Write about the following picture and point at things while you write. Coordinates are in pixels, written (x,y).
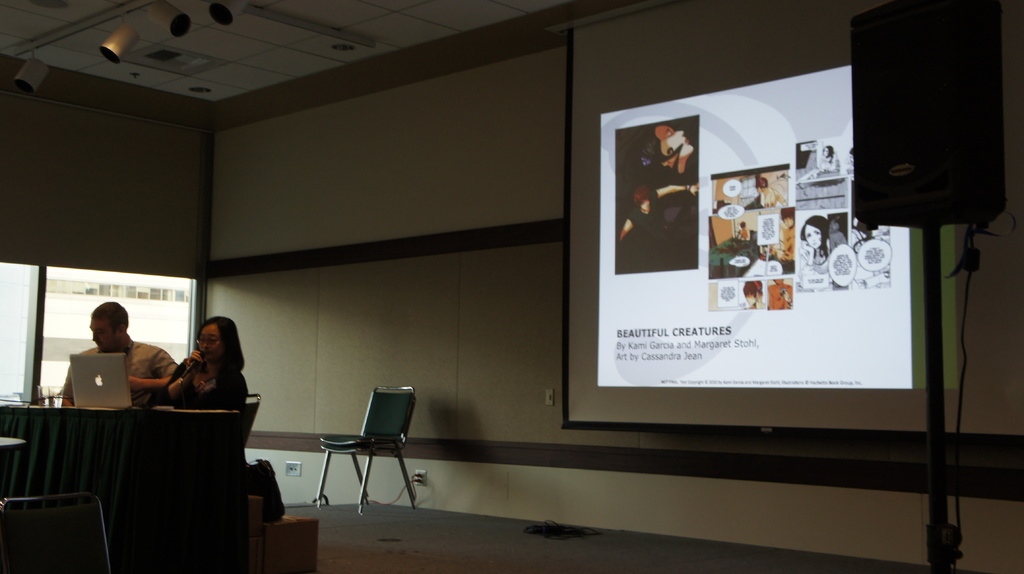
there is a man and woman (234,406) sitting on the table desk (191,468) operating a laptop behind them there is a sound box (911,157) and a screen (797,25) displayed on the wall (540,142).
